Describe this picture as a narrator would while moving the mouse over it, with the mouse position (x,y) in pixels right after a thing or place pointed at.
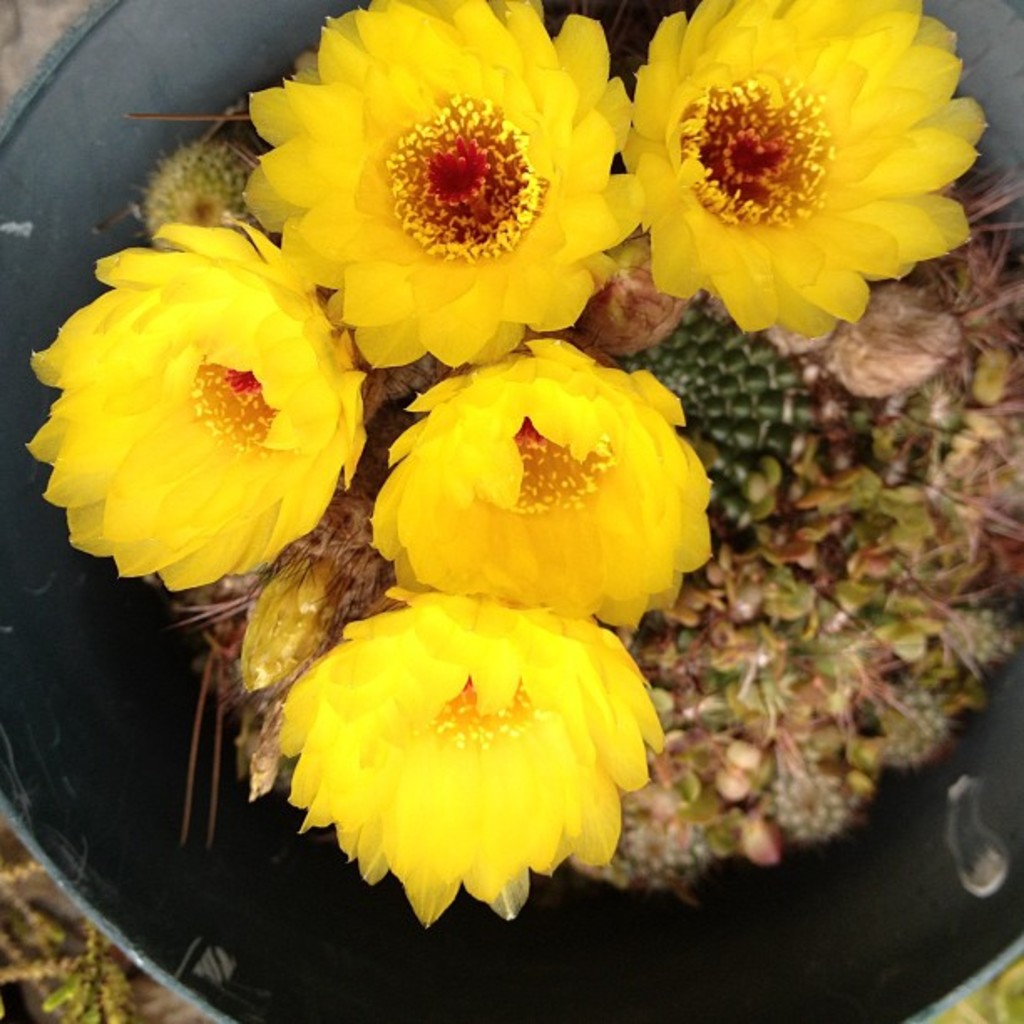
In this picture there are yellow color flowers (273,270) in the image.
